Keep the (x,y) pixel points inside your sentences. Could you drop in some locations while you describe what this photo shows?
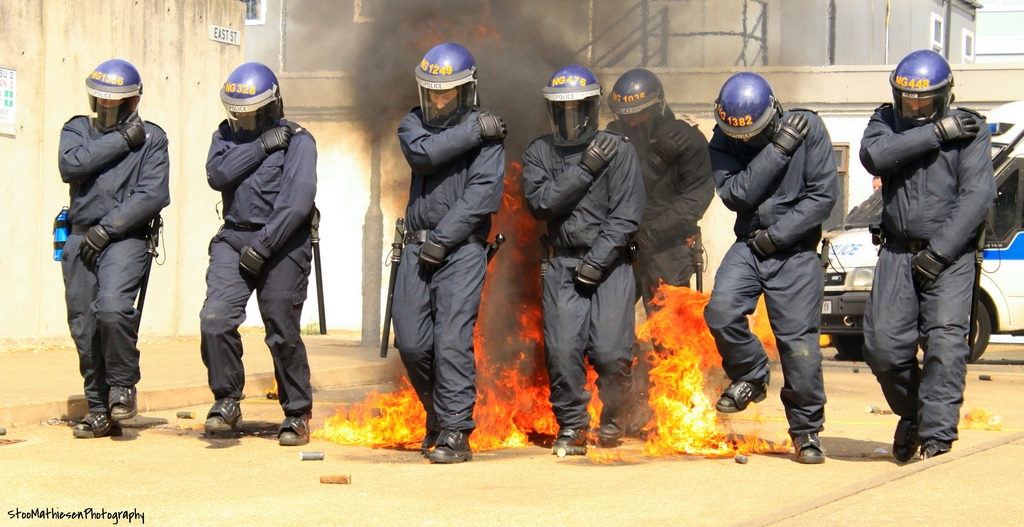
In this image there are people (482,169) wearing helmets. Behind them there is a fire (670,390). There are a few objects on the surface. In the background of the image (781,7) there are buildings (810,32). There is a vehicle (1006,323). On the left side of the image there is a poster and a board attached to the wall (192,226). There is some text (119,509) at the bottom of the image (139,521).
